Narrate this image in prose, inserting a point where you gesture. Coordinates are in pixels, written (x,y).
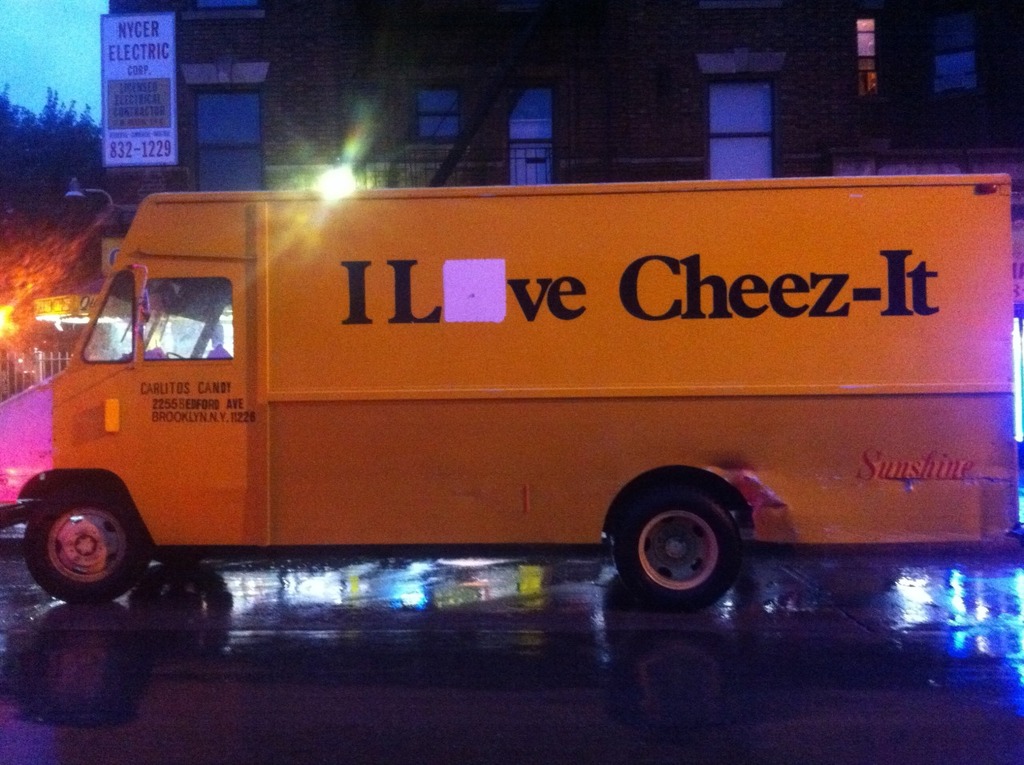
This image is taken outdoors. At the bottom of the image (425,679) there is a road (572,641). In the background (424,140) there is a building (395,122). There are a few trees (64,197). There is a fence (42,355). There is a light (341,179). There is a board (116,101) with a text (137,92) on it. In the middle of the image (429,379) a truck (300,372) is parked on the road (956,565).
